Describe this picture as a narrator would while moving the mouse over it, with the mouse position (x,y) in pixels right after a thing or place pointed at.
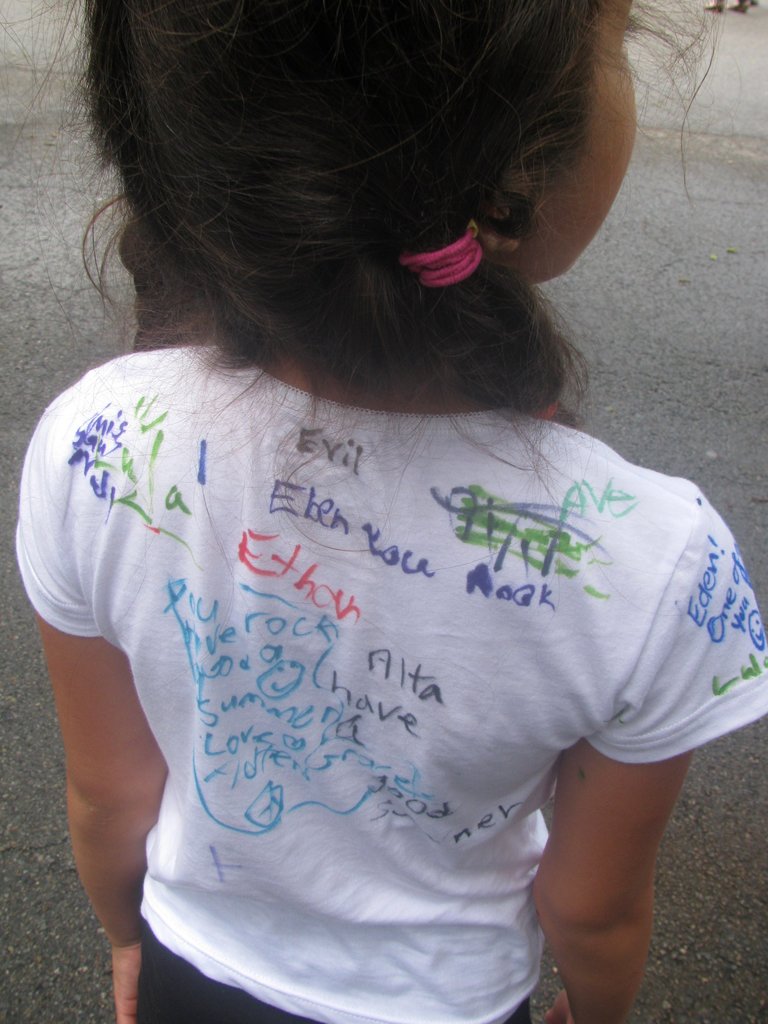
In this picture I can see a girl (354,675) is standing. The girl (318,676) is wearing white color t-shirt (318,676) on which something written on it. In the background (663,343) I can see a road (697,355).
